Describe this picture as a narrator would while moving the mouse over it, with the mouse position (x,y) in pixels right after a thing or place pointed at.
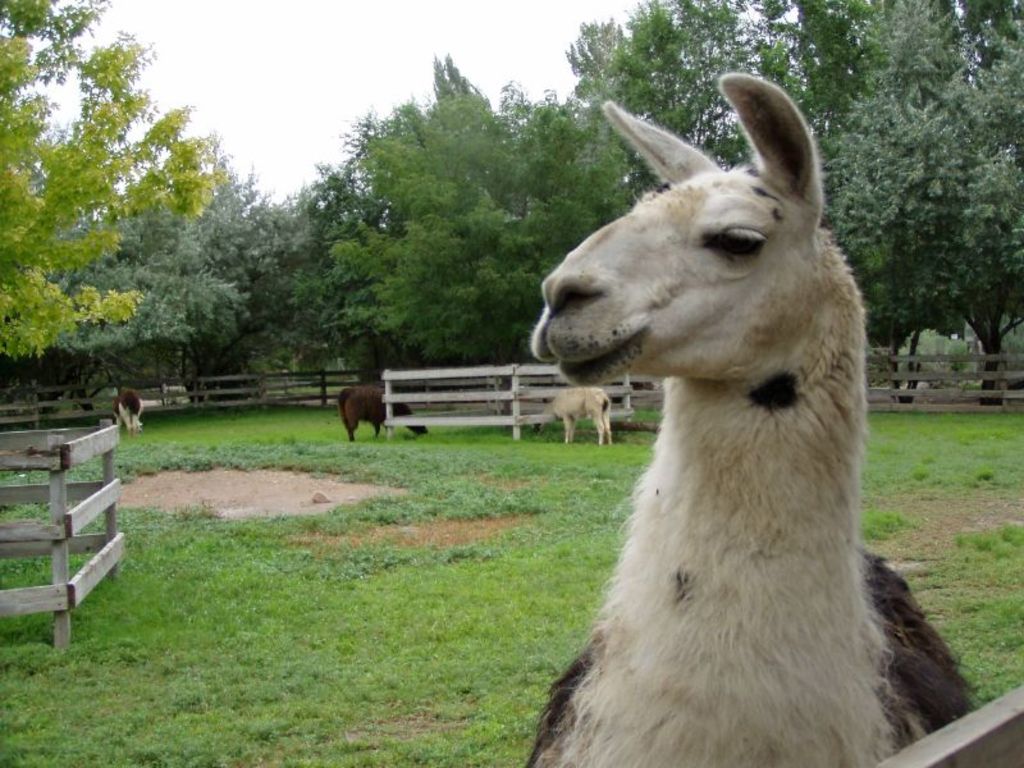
On the right side of the image (702,628) there is a llama (679,508). In the background (400,413) there are animals (381,416) and we can see a fence (294,393). There are trees (304,188). At the top (377,105) there is sky (269,39).
